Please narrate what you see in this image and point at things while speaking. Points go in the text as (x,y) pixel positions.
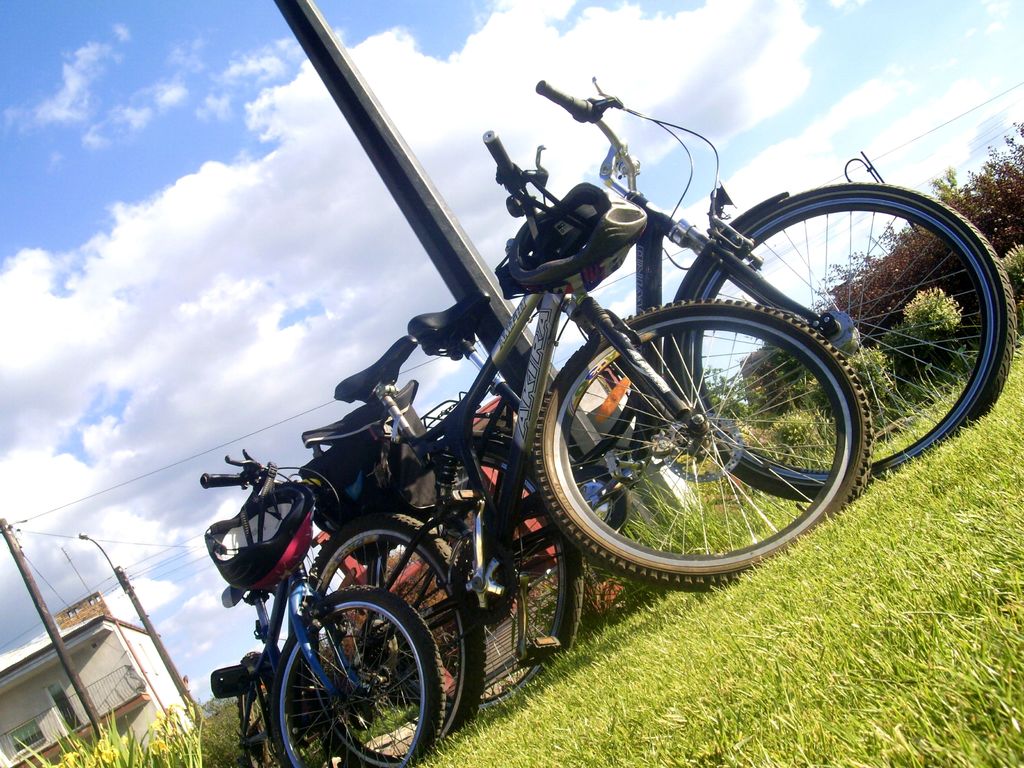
In the image we can see there are many bicycles (560,480) and there is a helmet (535,282). This is a grass (756,666), pole (422,198), electric pole (123,578), electric wires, plant (1022,222), building (128,699) and a cloudy sky (92,412).
